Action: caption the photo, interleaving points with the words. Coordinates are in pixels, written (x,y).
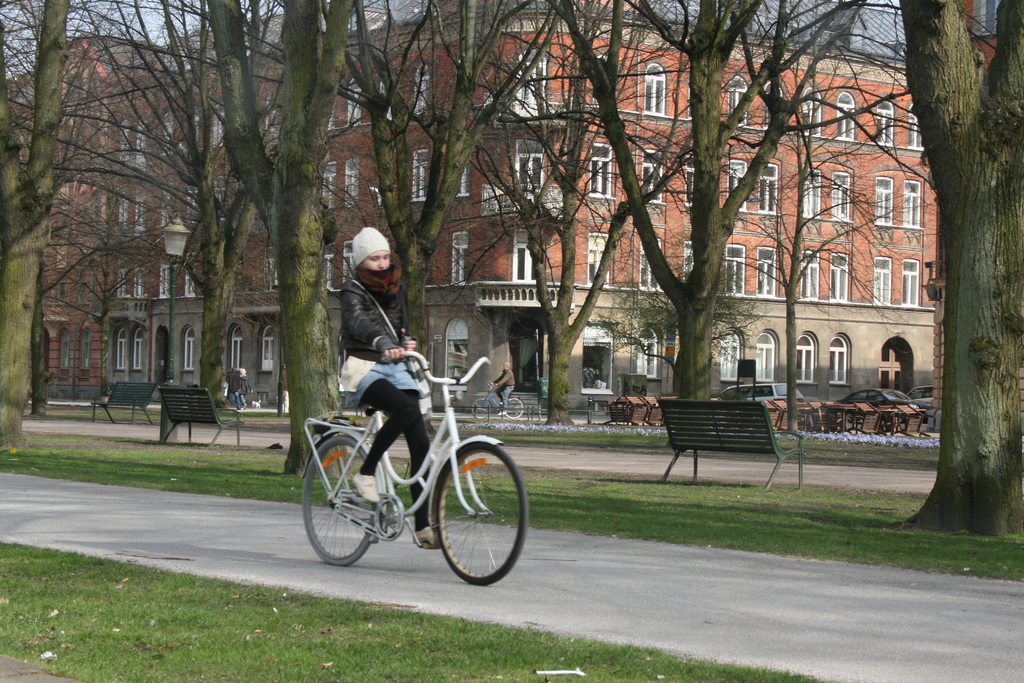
In the picture of a girl (417,397) riding a bicycle (409,511) on the road (962,636) there are many trees (560,317) near to the road (30,527) there are benches (185,430) it seems to be a park (763,546) there are cars (885,397) on the road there is a building (618,182).
